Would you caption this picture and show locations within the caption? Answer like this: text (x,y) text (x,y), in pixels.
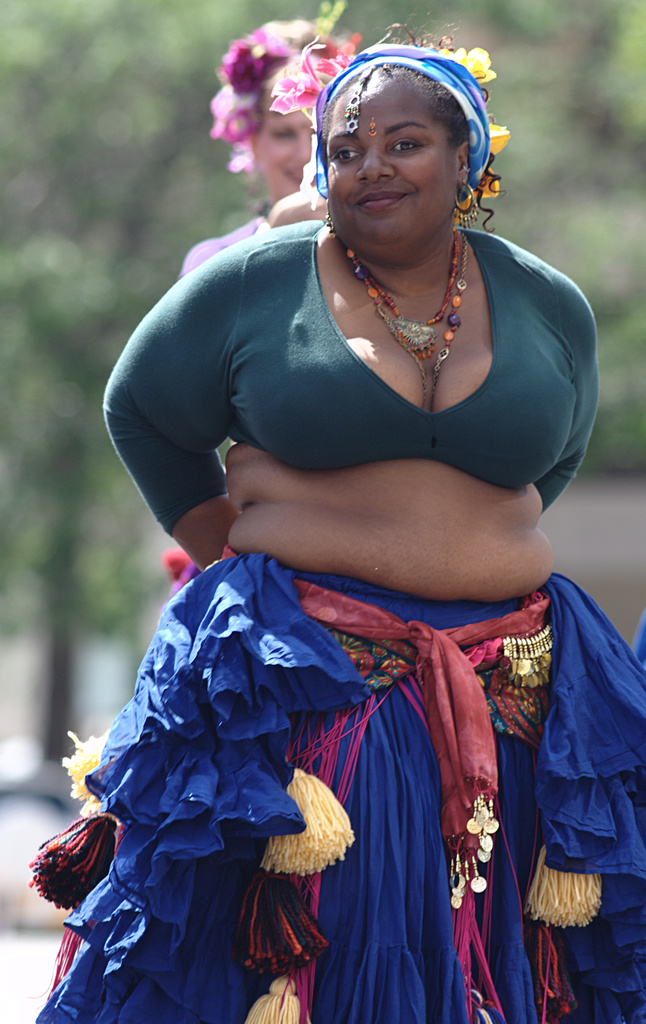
In this picture we can see two women (186,311) smiling, flowers (304,78), trees (91,340) and in the background (172,243) it is blurry.
